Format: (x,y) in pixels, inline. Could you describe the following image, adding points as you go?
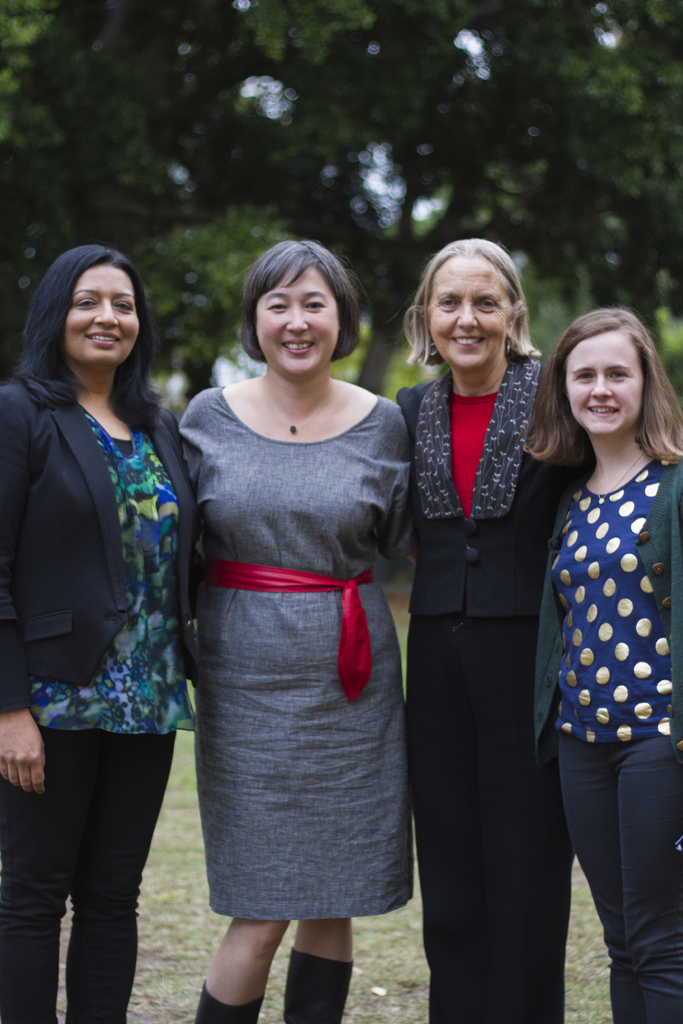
In this picture we can see four women (456,283) standing and smiling. There are a few trees (375,137) in the background (122,87).
